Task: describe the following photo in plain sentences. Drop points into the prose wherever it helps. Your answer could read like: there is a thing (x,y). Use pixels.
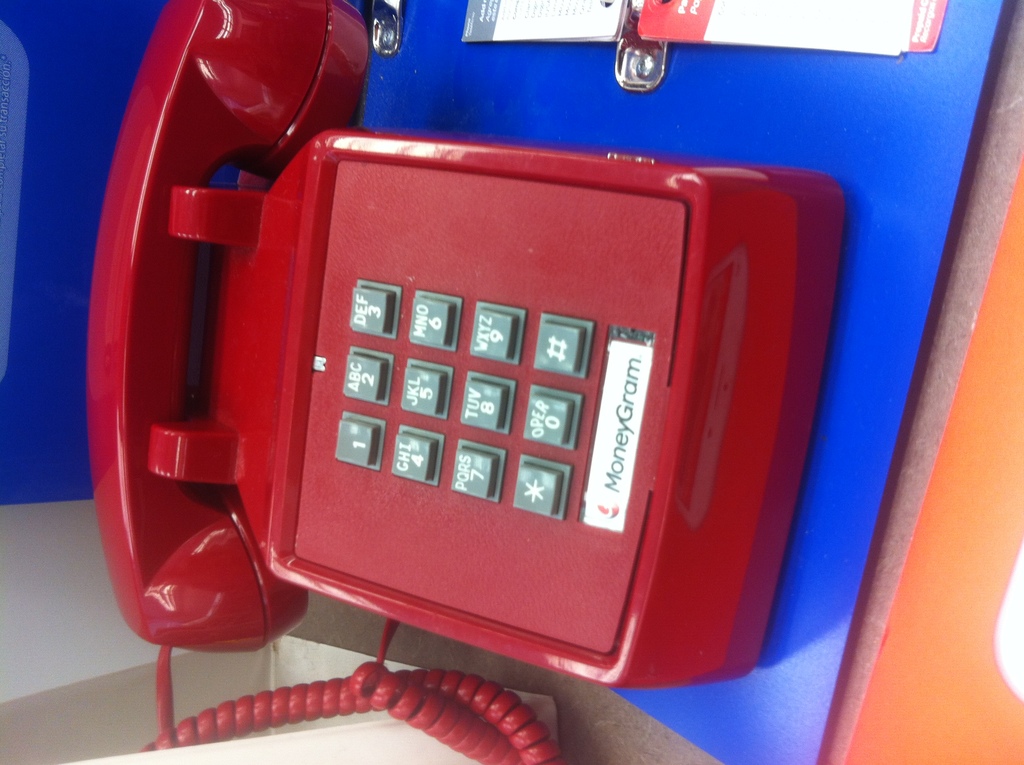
In this image we can see a telephone (430,139) on a blue surface (549,110). On the telephone (687,418) something is written. Near to the telephone (669,387) there are papers (772,43).
